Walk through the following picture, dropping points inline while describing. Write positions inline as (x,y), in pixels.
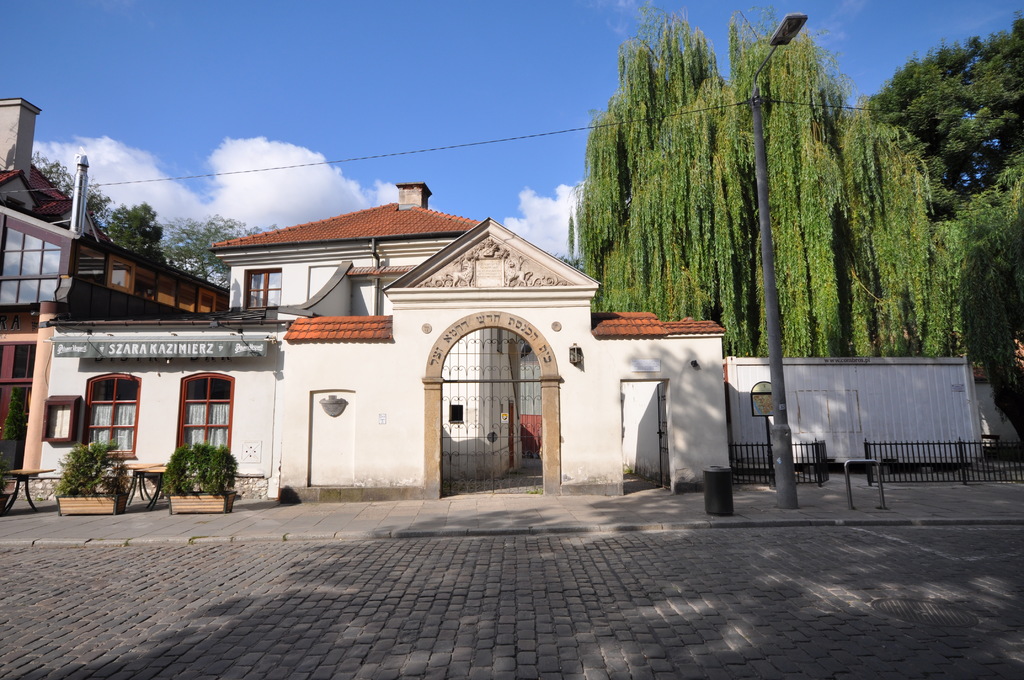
In the picture we can see a path (733,507) to it, we can see a light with a pole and behind it, we can see a wall (324,359) with a gate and a house building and beside we can see a house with windows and some plants (221,458) near it and beside to the house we can see some trees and sky (115,83) with clouds (54,139).
